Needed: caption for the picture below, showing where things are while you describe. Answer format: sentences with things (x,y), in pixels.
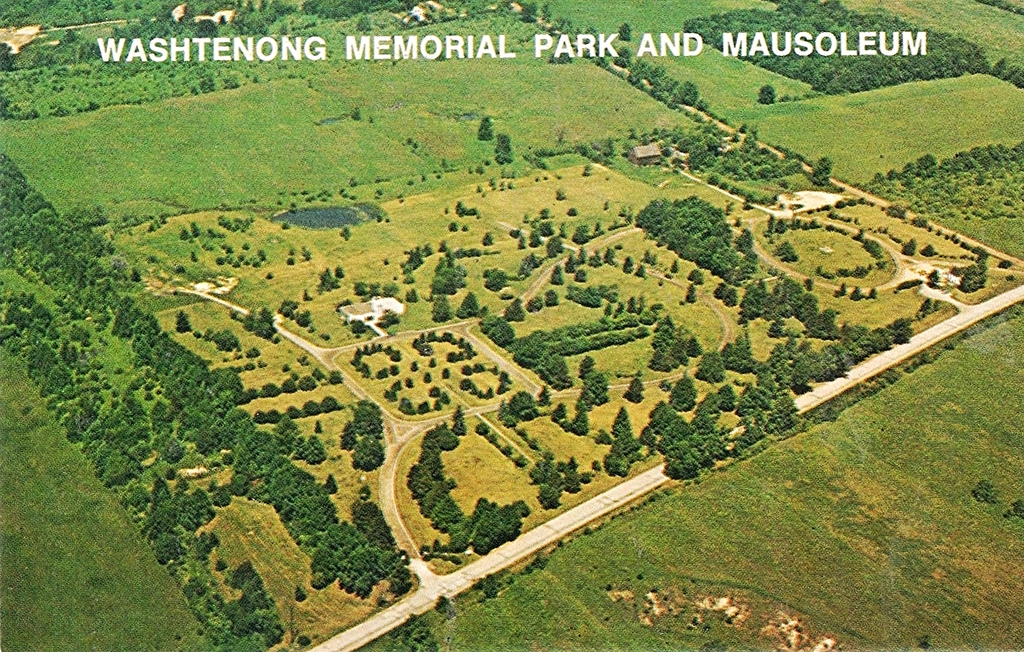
In this picture we can see greenery (17,565) from left to right. There is a text (114,46) on top (462,52).
